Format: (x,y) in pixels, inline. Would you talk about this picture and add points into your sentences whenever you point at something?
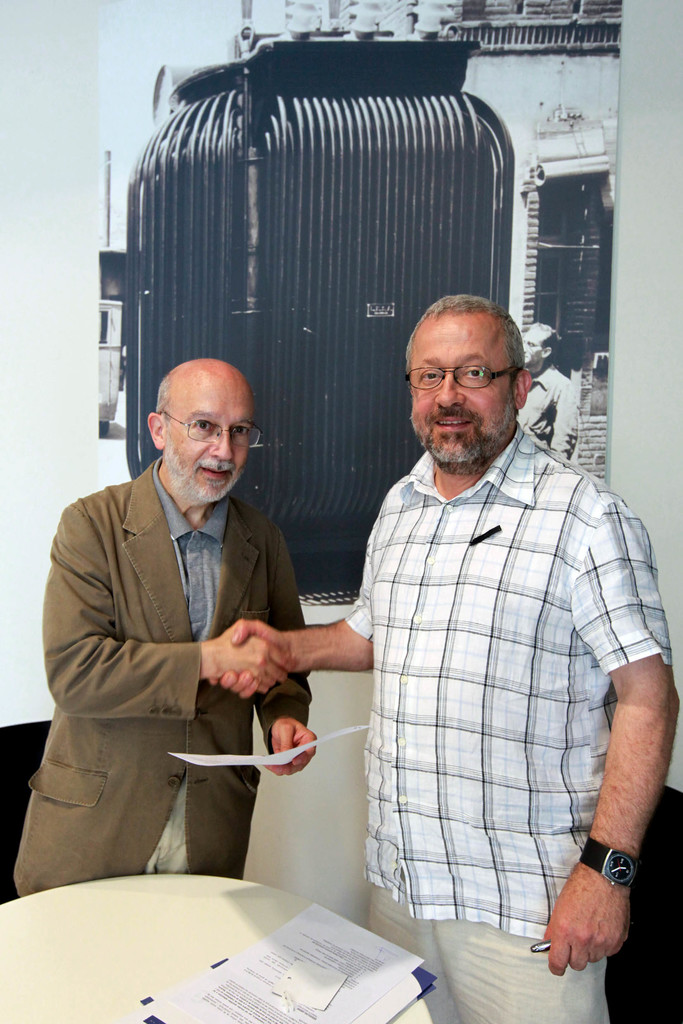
In this image we can see two persons (487,664) and they are holding some objects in their hand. There are few objects (326,976) on the table (221,896). There are two chairs (639,939) in the image. There is a photo (424,134) on the wall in the image.
